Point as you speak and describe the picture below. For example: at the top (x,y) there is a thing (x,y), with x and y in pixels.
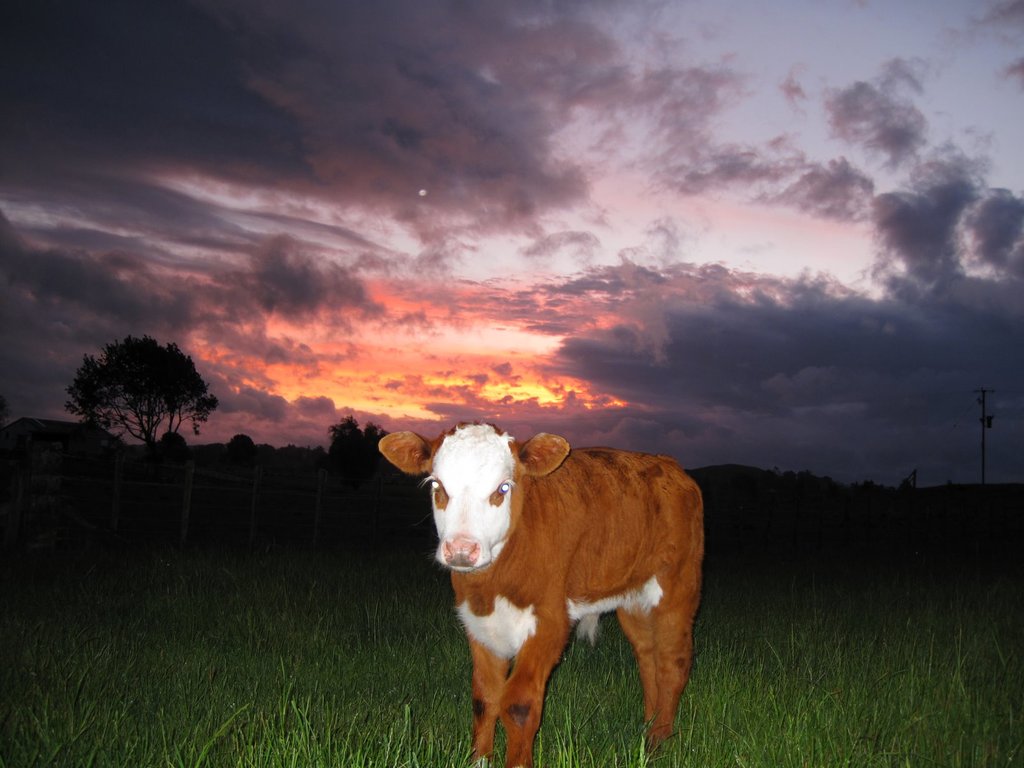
This picture shows a calf (688,586) and we see trees (338,465) and grass (170,704) on the ground (171,722) and a pole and we see a cloudy sky (458,356).
